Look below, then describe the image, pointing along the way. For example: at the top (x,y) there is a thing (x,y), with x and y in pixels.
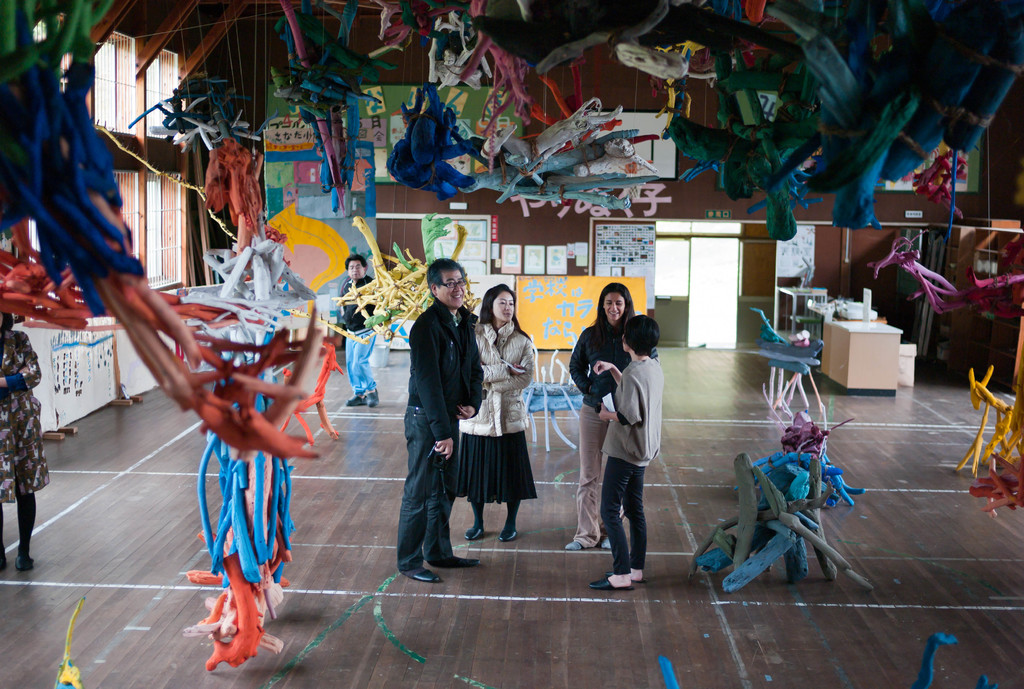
In the image I can see some people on the floor (158,508) and around there are some things (65,245) which are hanged and placed on the floor (137,617) and also I can see some posters (797,240), tables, chairs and some other things (690,231) around.
